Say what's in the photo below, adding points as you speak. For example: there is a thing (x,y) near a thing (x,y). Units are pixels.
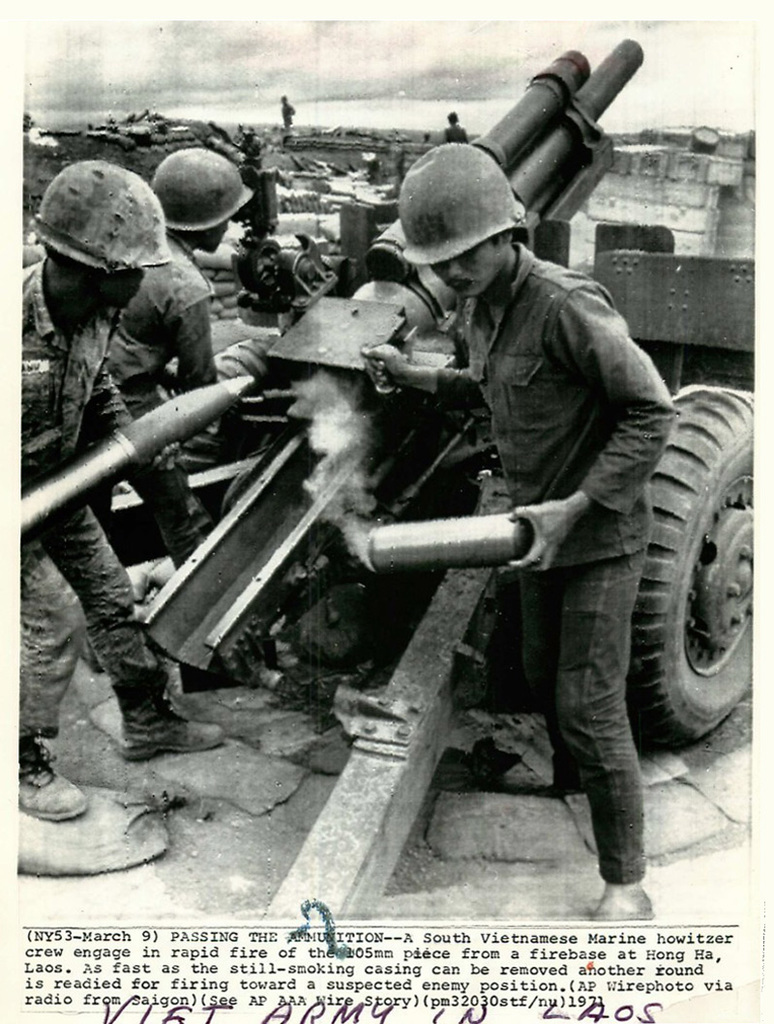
This is a poster. In this image we can see some persons (34,396), a vehicle (429,478) and a text (110,1000).
